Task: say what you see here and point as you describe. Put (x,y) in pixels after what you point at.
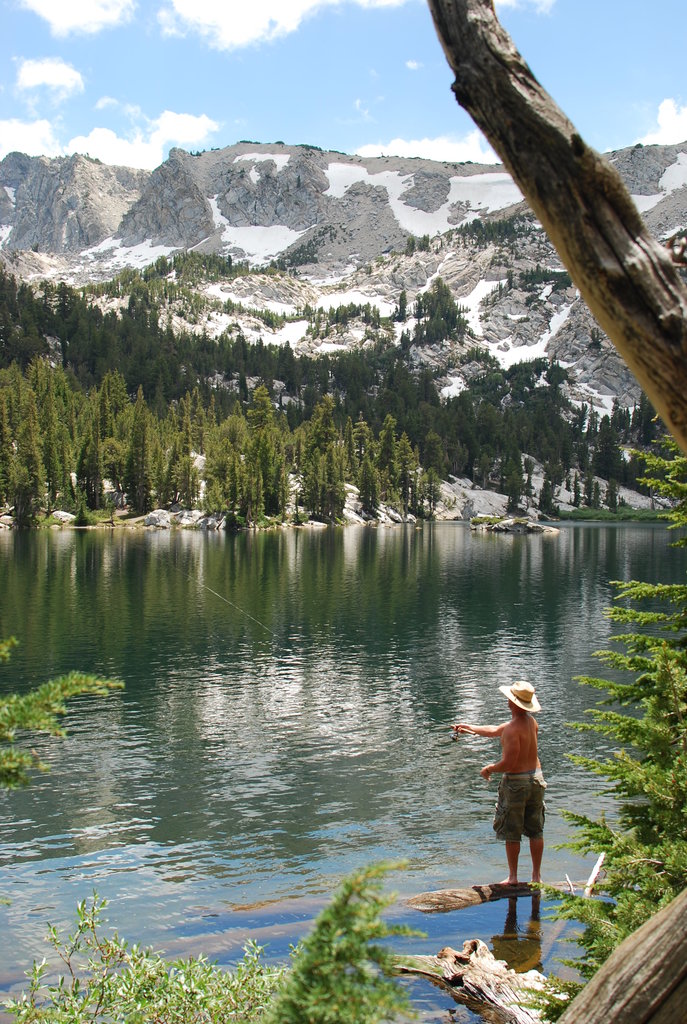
In this image in front (610,1005) there is a branch (643,976). There are trees (661,814). There is a person (518,786) standing on the wooden log (512,886) and he is fishing in the water (294,695). In the background of the image (29,410) there are trees (337,373). There are mountains (284,183) and sky (261,55).
